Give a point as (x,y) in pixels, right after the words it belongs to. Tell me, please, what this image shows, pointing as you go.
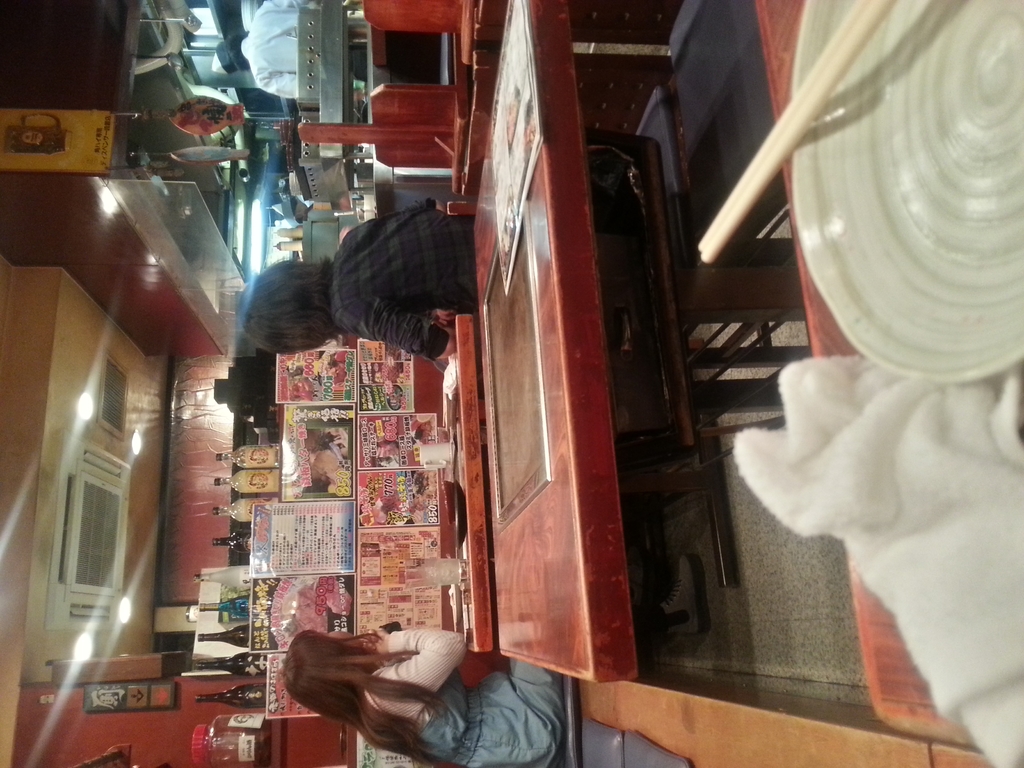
This picture is clicked inside. on the right corner (780,132) there is a table (920,682) on top of which a napkin (959,507) and a platter (888,147) containing chopsticks (780,131) are placed. In the center (527,494) there are some tables (517,304) on the top of which some items (456,572) are placed and we can see the two persons (410,693) sitting on the benches (578,706). In the background (56,218) we can see the roof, a person (260,46) and many other objects (246,489).
